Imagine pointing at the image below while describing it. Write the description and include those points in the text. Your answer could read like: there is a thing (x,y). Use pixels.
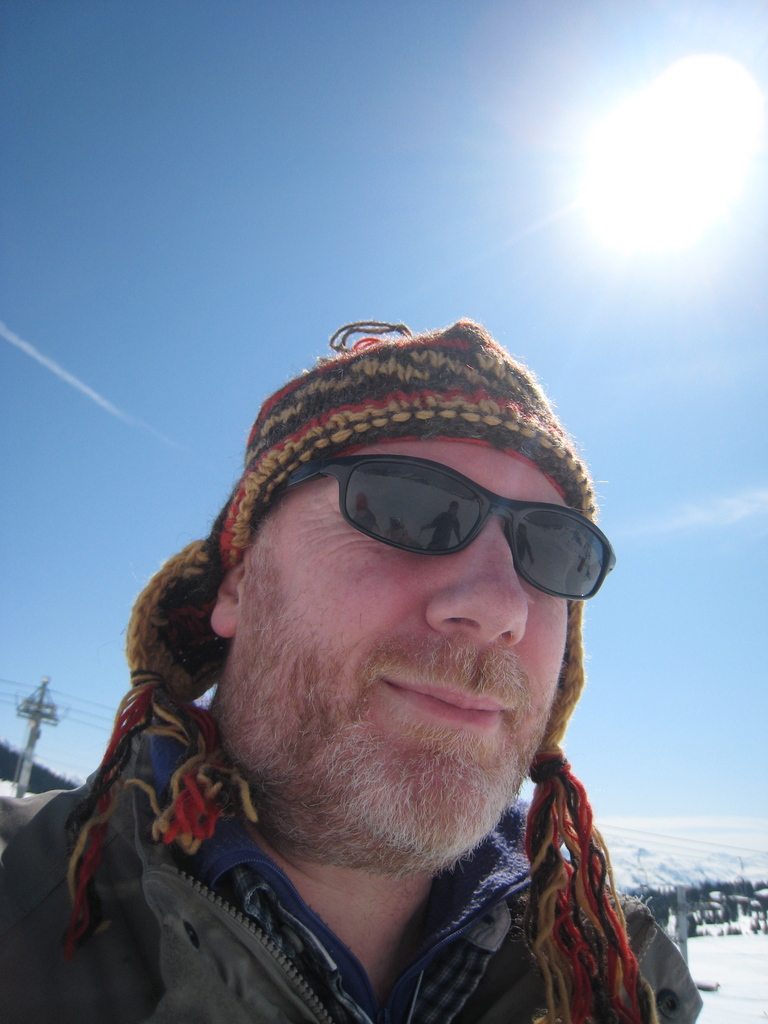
In this picture we can observe a man (470,613) wearing spectacles (382,517). He is smiling. There is a brown and yellow color cap (413,384) on his head (390,634). On the left side (34,707) there is a pole (34,732). In the background (651,876) we can observe snow (699,863). There is a sky (320,292) and a sun (659,171).
